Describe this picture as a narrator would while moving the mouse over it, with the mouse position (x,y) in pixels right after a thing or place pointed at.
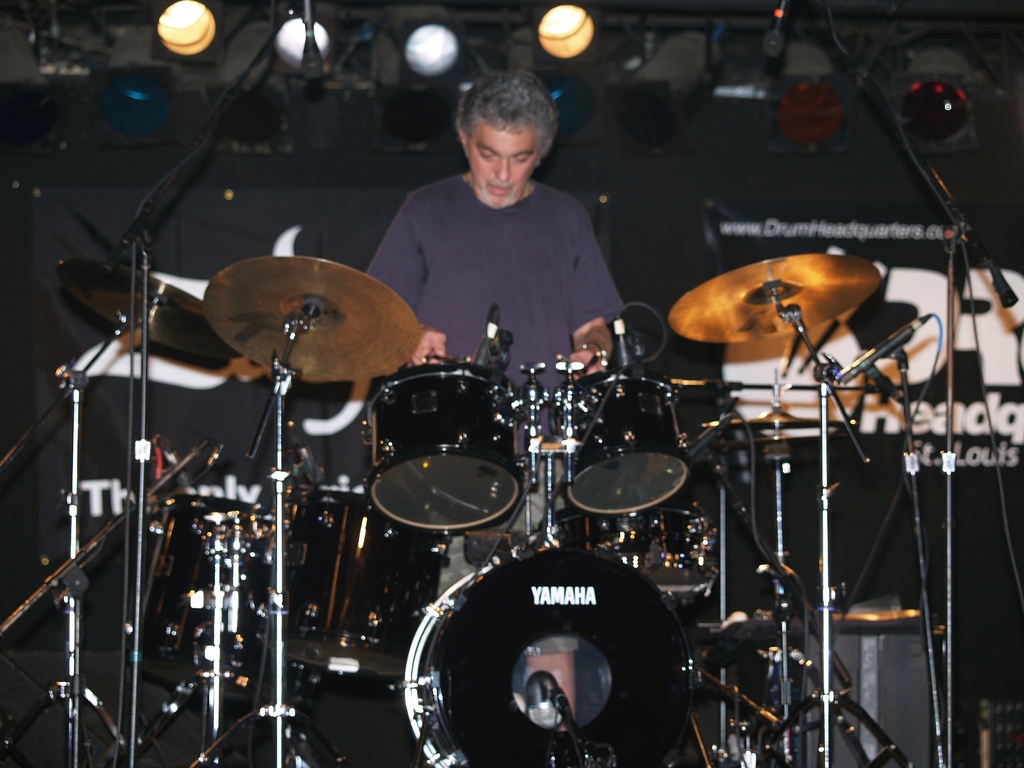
In this picture we can see a man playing a musical instruments (385,474), drums (629,388), in the background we can see some lights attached to the ceiling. A man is wearing a violet color T-shirt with white beard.
